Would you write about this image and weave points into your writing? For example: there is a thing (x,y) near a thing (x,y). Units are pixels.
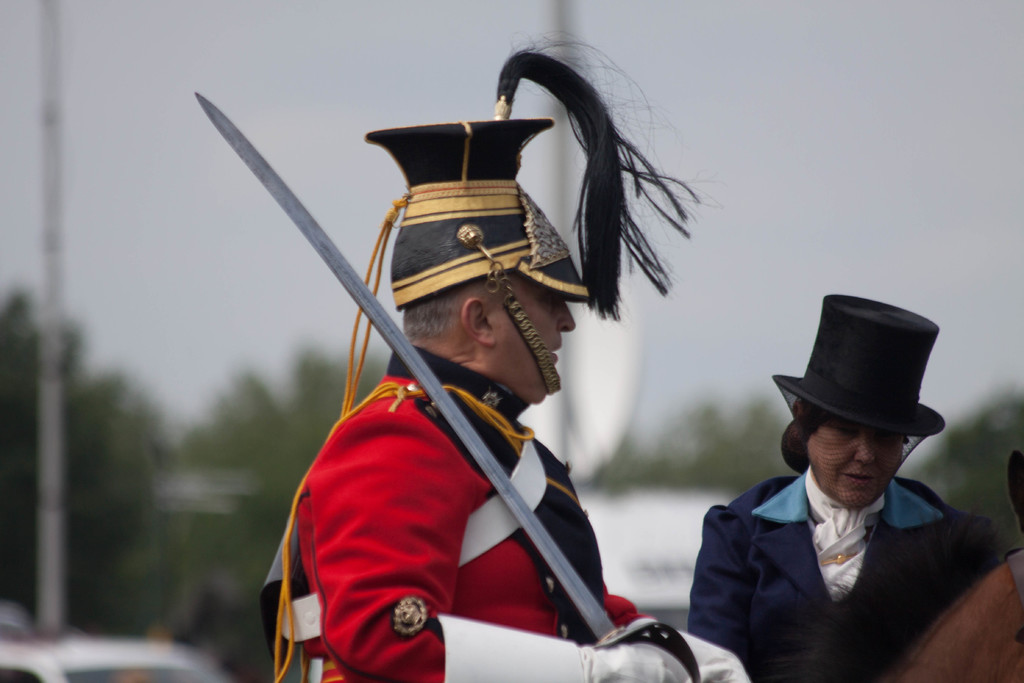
In this image there are two persons (904,524), an animal (933,567), trees (91,392), and in the background (997,336) there is sky (167,328).
